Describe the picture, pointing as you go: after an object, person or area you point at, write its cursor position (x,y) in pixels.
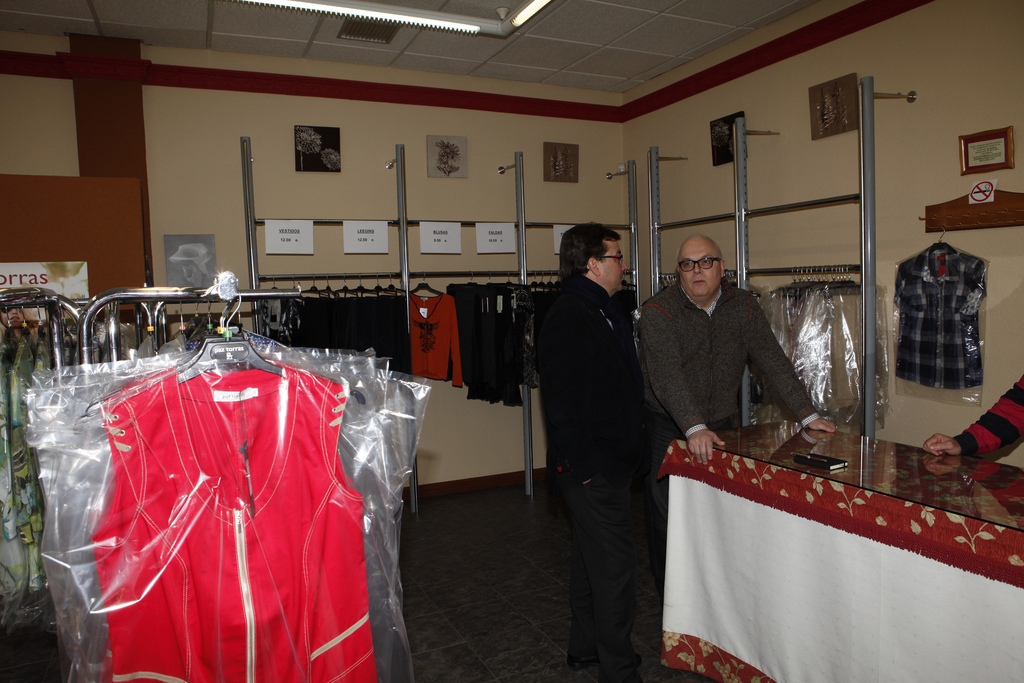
This is an inside view of a room (255,397). On the left side (167,554), I can see few jackets (195,596) are hanging to a metal rod (179,292). On the right side (742,345) two men (594,434) are standing beside the table (742,432). The table (708,488) is covered with a white color cloth (816,536). On the other side of the table (947,465) I can see a person's hand (953,452). In the background (342,195), I can see the wall (308,198) to which few frames (457,155) are attached. On the top (357,10) there is a light (357,10).
